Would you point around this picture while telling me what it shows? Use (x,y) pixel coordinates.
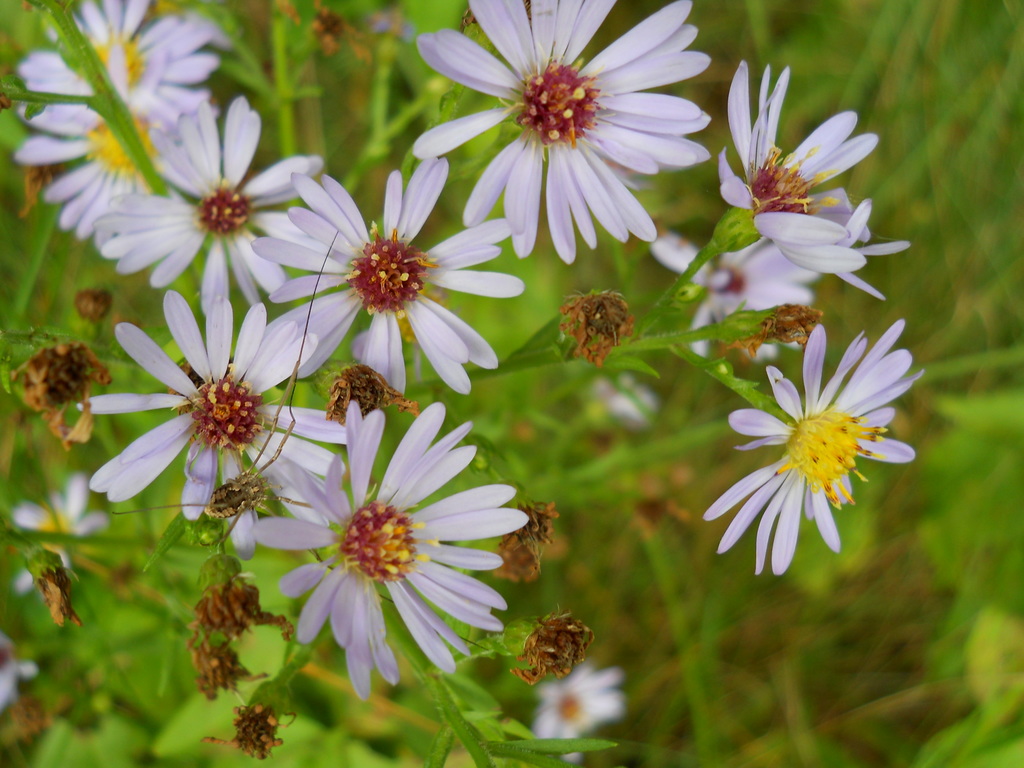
In this image I can see flowering plants (735,231). This image is taken may be in a garden (646,553).
